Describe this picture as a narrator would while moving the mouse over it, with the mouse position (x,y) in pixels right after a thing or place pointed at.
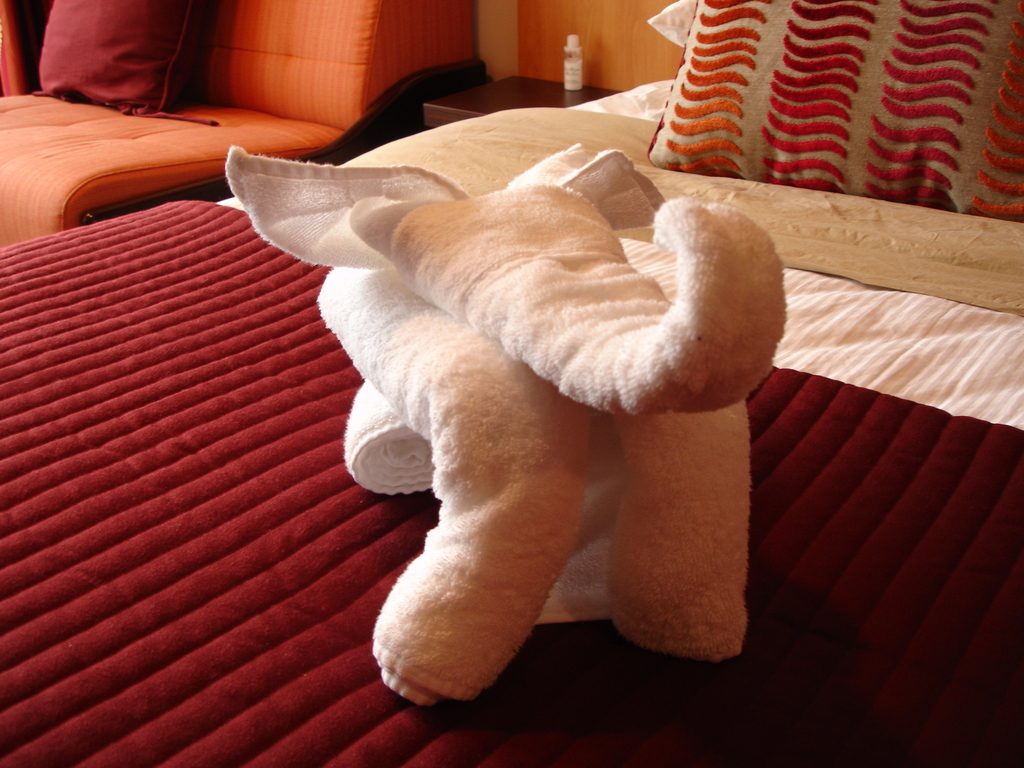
In this image there is a bed (971,482), on that bed (859,487) there is blanket (816,443), a pillow (960,98), towel (526,327), beside the bed (998,327) there is sofa (83,133).
